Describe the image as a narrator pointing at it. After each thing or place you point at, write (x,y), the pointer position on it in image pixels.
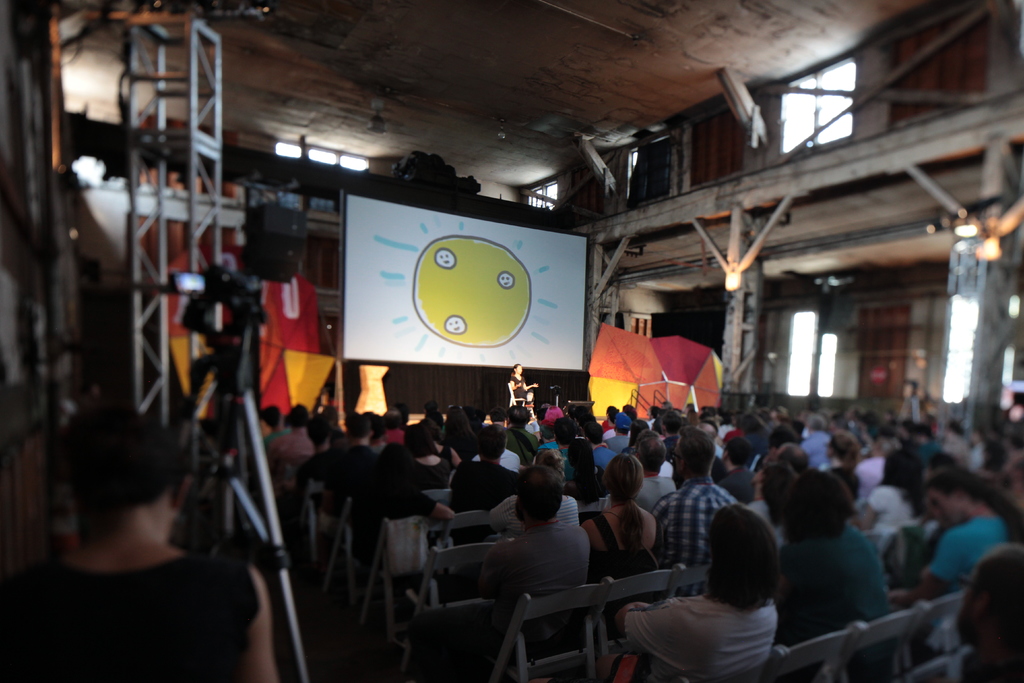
In this image there are group of persons (385,455) who are sitting in a room (432,375) and at the background of the image (507,271) there is a white color sheet (463,269).
